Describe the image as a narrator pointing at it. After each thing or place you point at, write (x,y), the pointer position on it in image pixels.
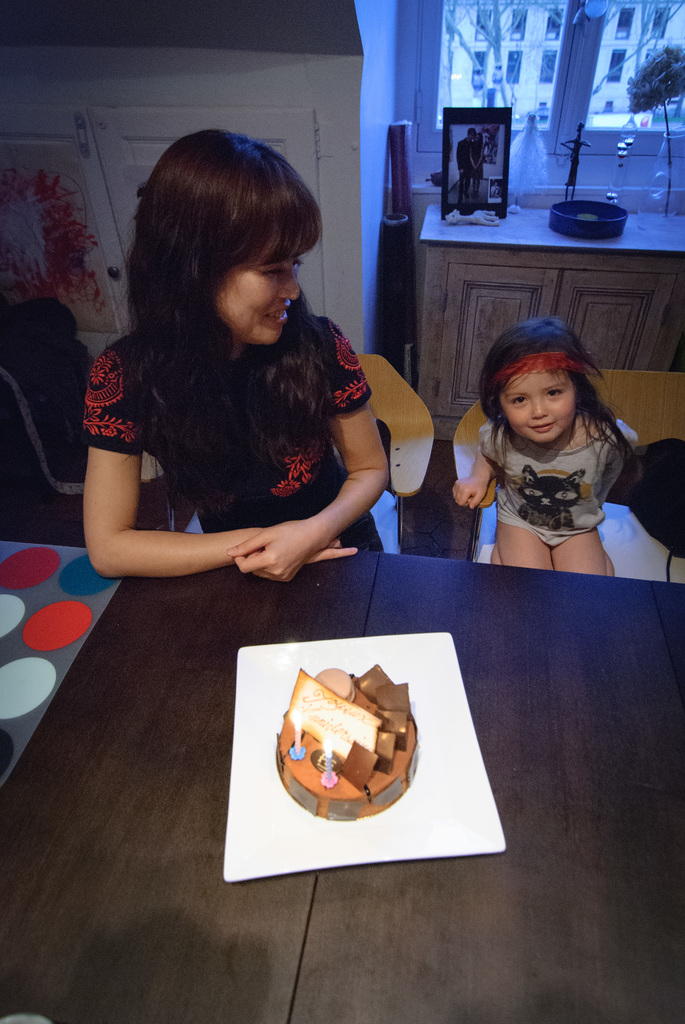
There is a woman (288,194) sitting on a chair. She is looking at this baby girl (562,568) and she is smiling. This is a wooden table (477,632). In the background (585,289) we can see a wooden drawer (588,285) where a photo frame (449,152) is placed on it.
